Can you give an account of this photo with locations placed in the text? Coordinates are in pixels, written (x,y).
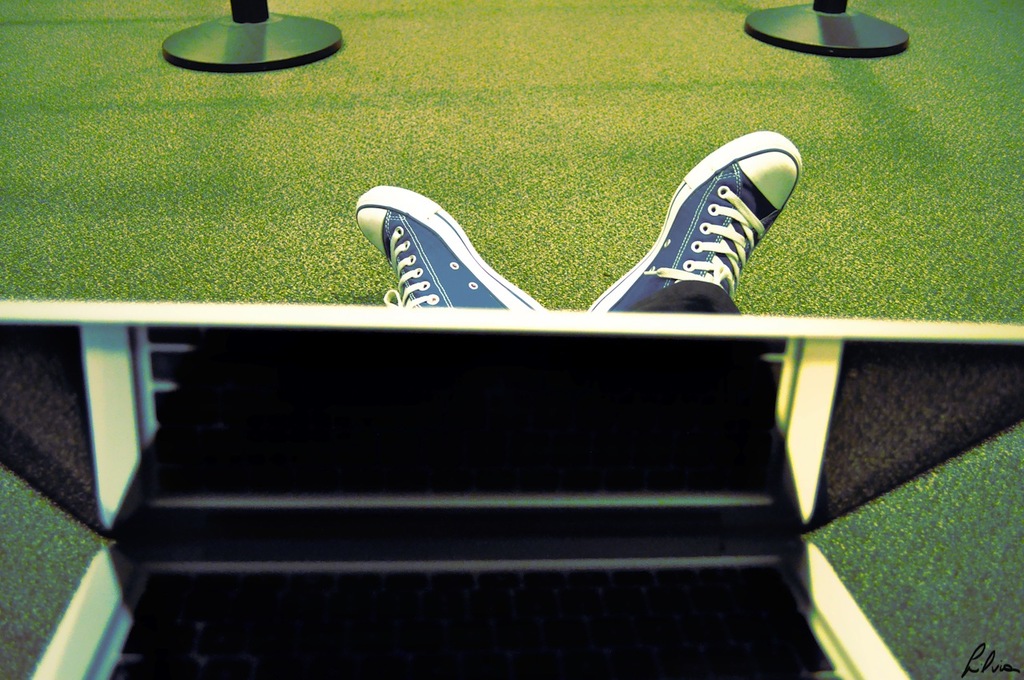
In the foreground of this image (551,608), there is an object (635,579) and behind it there are legs (435,219) on a carpet (256,171). At the top (260,44), it seems like poles (841,22).
